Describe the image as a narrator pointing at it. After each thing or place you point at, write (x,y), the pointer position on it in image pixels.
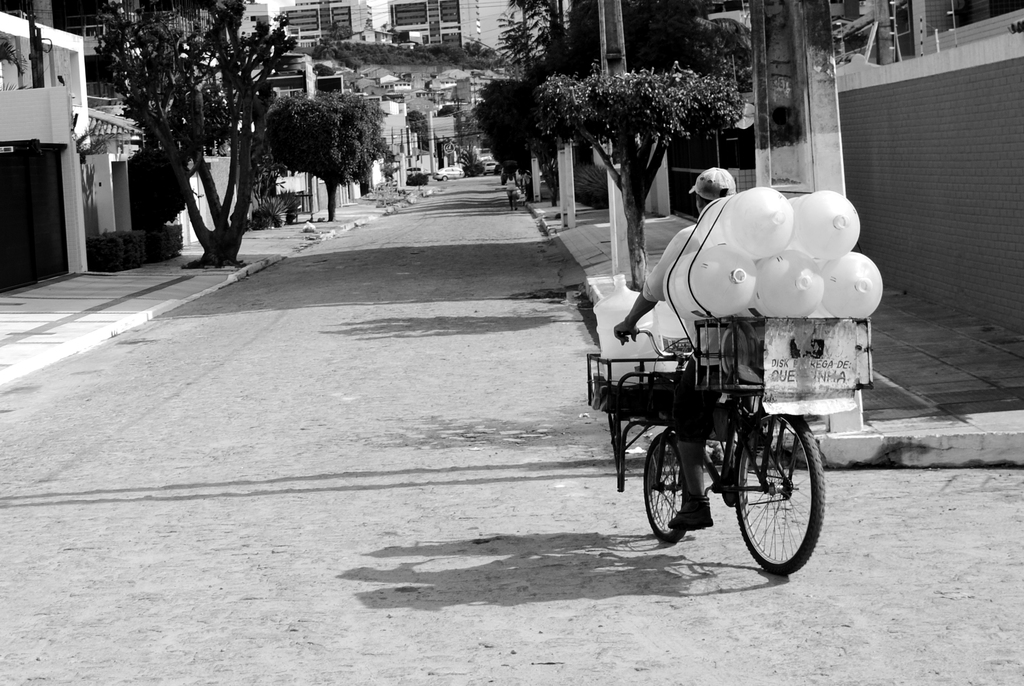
In this picture we can see couple of cans (735,298) on the bicycle (689,365) and a man (684,384) is riding that bicycle (669,482) on the road (391,455), and we can see couple of buildings (86,114), cars (452,170) and trees (628,133).
